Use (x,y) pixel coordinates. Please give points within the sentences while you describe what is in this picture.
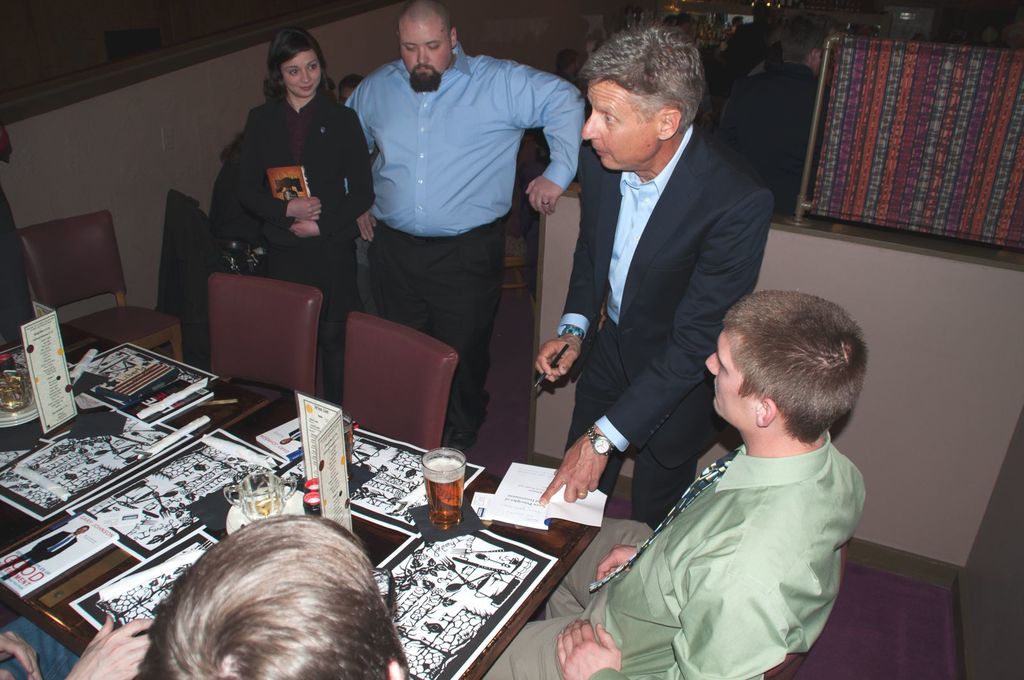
As we can see in a picture that there are three persons (381,250) standing and two of them are sitting. There are many chairs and table (195,468) on a table (236,425) a glass of drink (446,506) is placed.
